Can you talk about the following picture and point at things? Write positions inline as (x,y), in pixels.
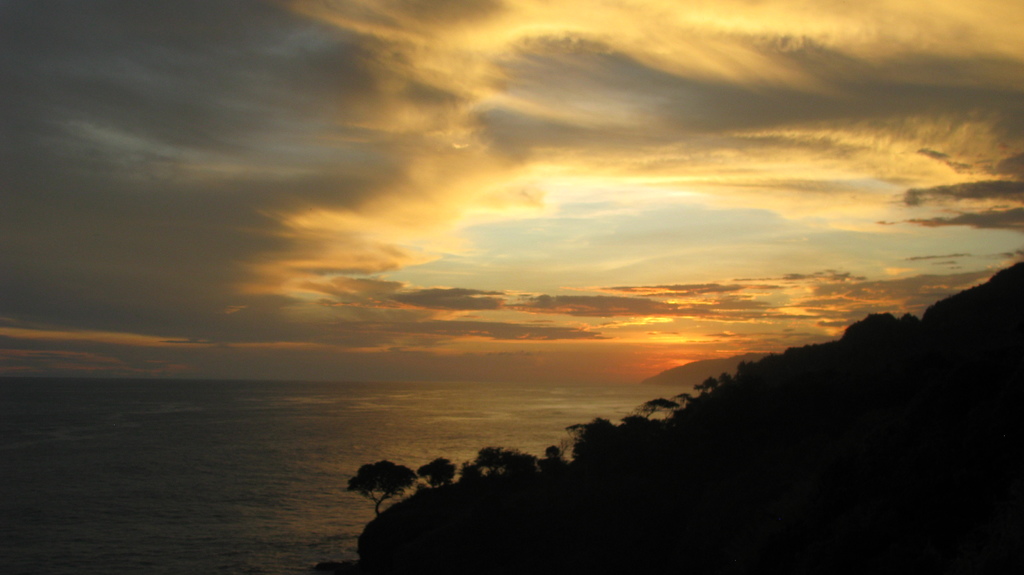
In this image I can see number of trees (481,457) in the front (527,468) and in the background (371,456) I can see water (470,451), clouds (805,146) and the sky (547,228).
